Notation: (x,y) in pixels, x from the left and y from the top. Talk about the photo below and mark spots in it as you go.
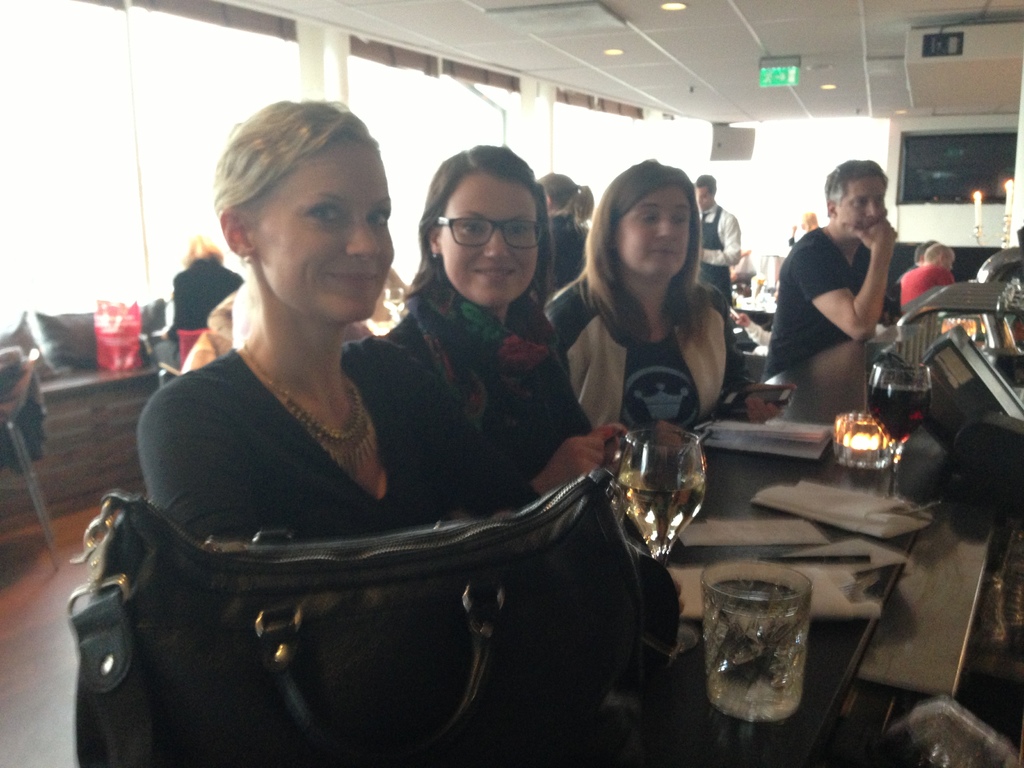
Three women (427,359) are sitting at bar counter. The one in the front (239,459) is smiling. There is a bag (160,583) of black leather (532,636). There is a wine glass (642,498) in front of her. The woman (519,340) with a long hair (522,180) wears spectacles (500,226). Beside her the woman (574,307) wears T shirt (653,354). A man (791,343) at a distance is waiting. There are few people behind them. There is a false ceiling (567,71) with AC vent (605,22) and light fixtures (671,9).
